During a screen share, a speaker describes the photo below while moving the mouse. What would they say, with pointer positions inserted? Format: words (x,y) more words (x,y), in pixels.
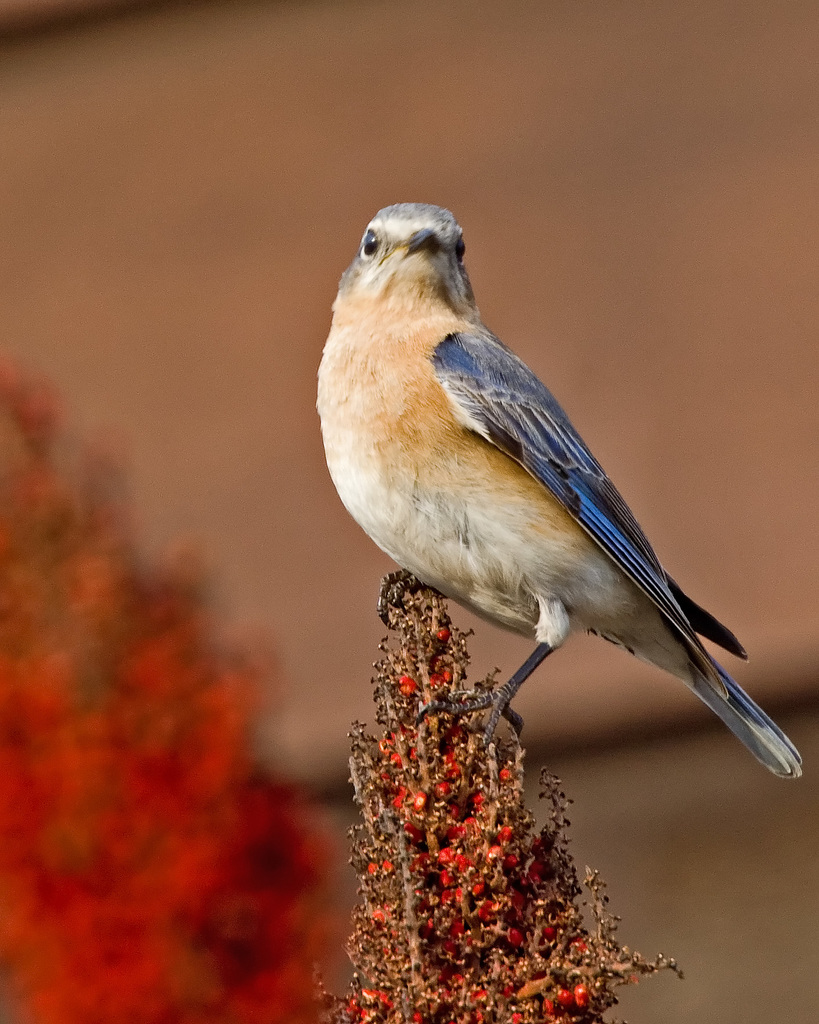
In this image we can see a bird (421,538) on the plant (412,792).
